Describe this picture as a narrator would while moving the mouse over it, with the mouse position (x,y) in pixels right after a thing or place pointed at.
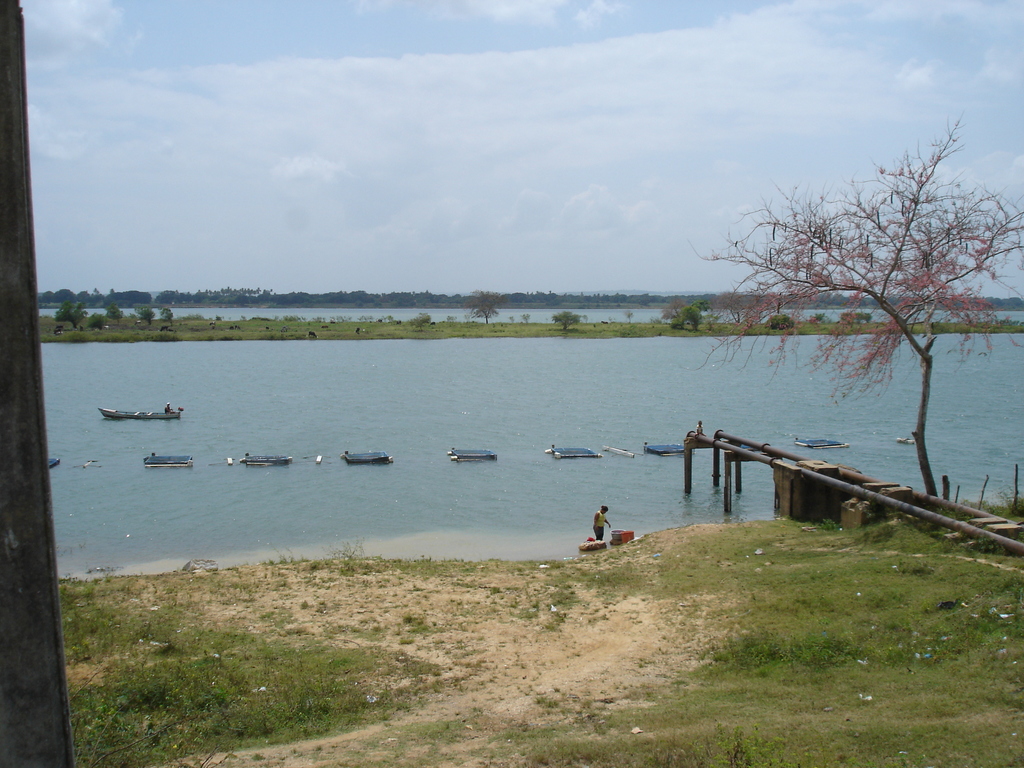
In this image in the center (539,363) there is one sea (616,383), and in the sea (205,417) there are some ships (173,457). At the bottom (200,638) there is grass (717,575) and sand (657,544), and on the right side (893,494) there is a bridge (784,481), trees (862,380). And in the background (683,313) there are some trees (418,301), at the top of the image (467,114) there is sky (161,94) and on the left side (20,641) there is some stick (20,615).
